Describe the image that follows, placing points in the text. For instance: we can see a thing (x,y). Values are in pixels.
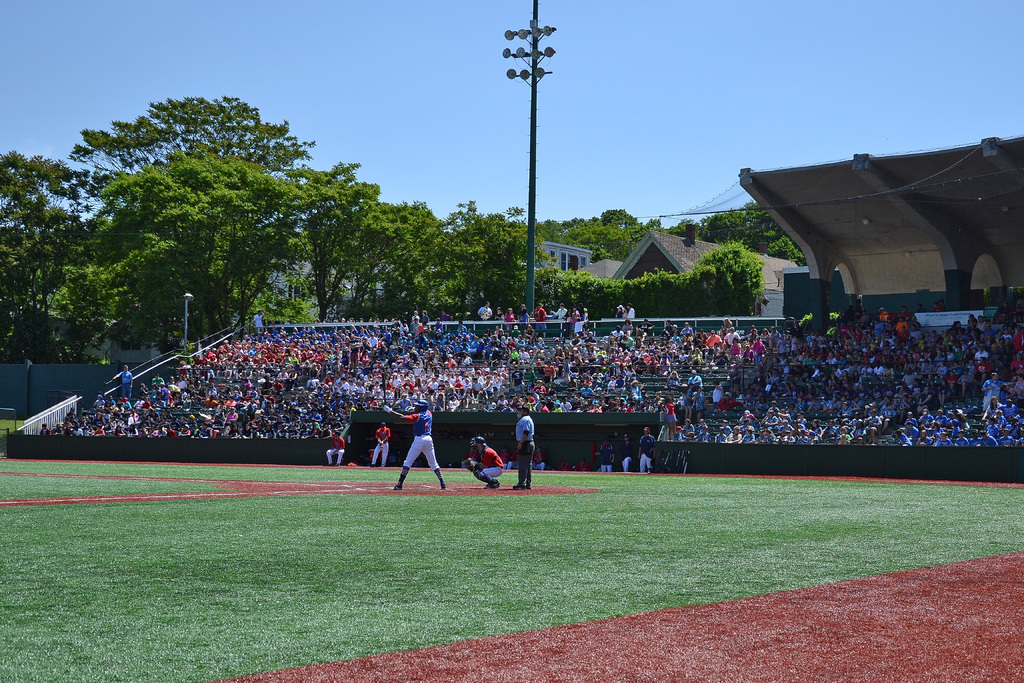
In this picture we can see some people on the ground (491,511) and in the background (661,373) we can see a fence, people (676,382), poles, shed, houses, trees (724,293), sky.
